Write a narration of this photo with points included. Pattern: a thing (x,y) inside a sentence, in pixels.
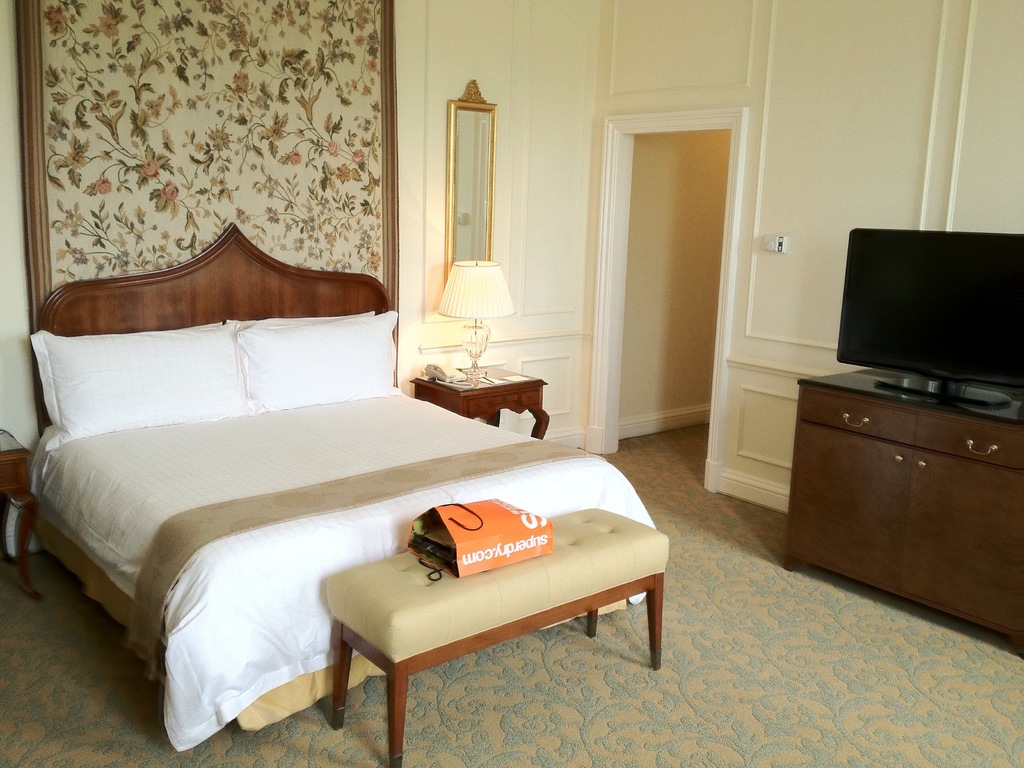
This is inside of the room (483,271) we can see bed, lamp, table (997,518). monitor (1020,258) on the table (936,485), cover (499,551). On the background (595,103) we can see wall (851,124). This is wall (852,98).
